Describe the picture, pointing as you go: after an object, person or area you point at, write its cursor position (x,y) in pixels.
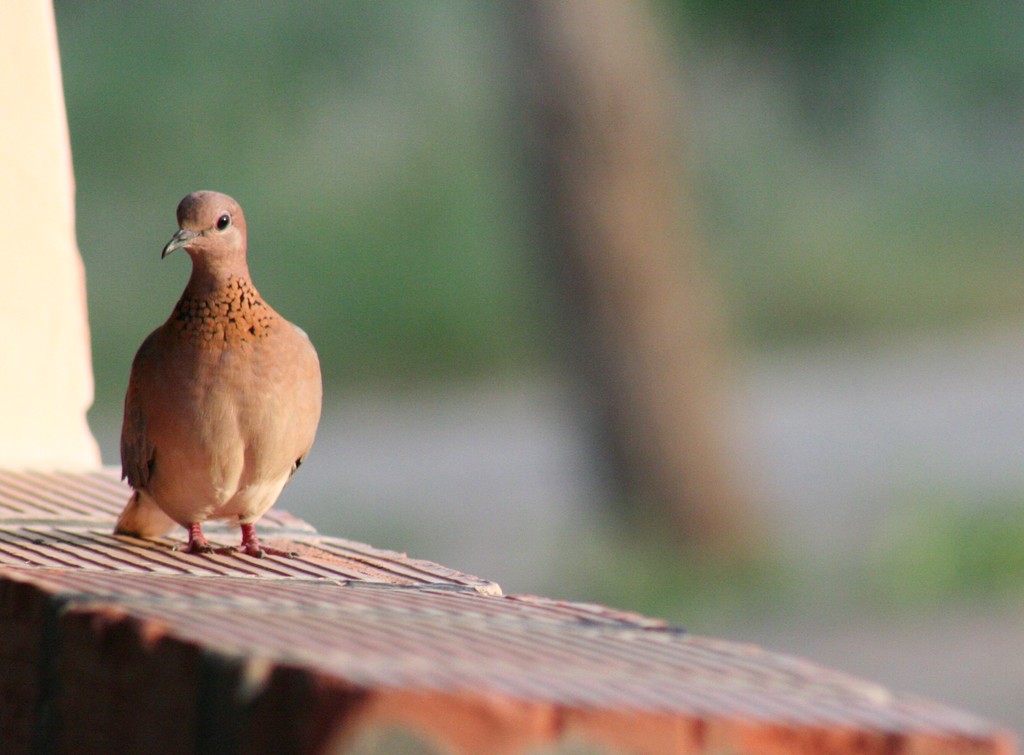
On the left side of this image (239,424) I can see a bird (188,381) on the wall (349,639). The background (543,410) is blurred.
